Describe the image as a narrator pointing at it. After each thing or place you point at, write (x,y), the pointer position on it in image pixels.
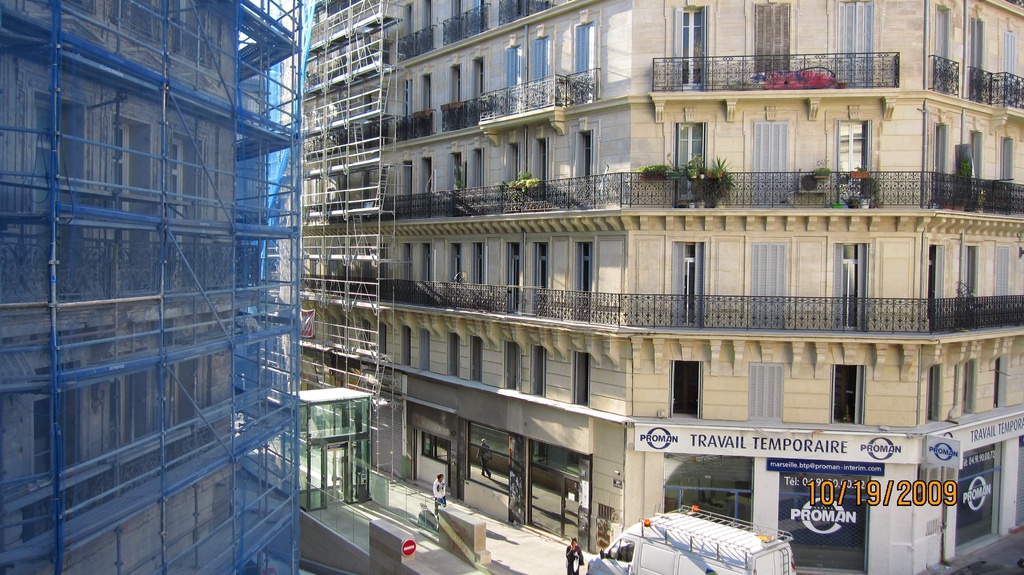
Right side (840,334) it's a very big building (802,314). In the down side it looks like a store (845,480). In the left side (89,178) construction is going on.
